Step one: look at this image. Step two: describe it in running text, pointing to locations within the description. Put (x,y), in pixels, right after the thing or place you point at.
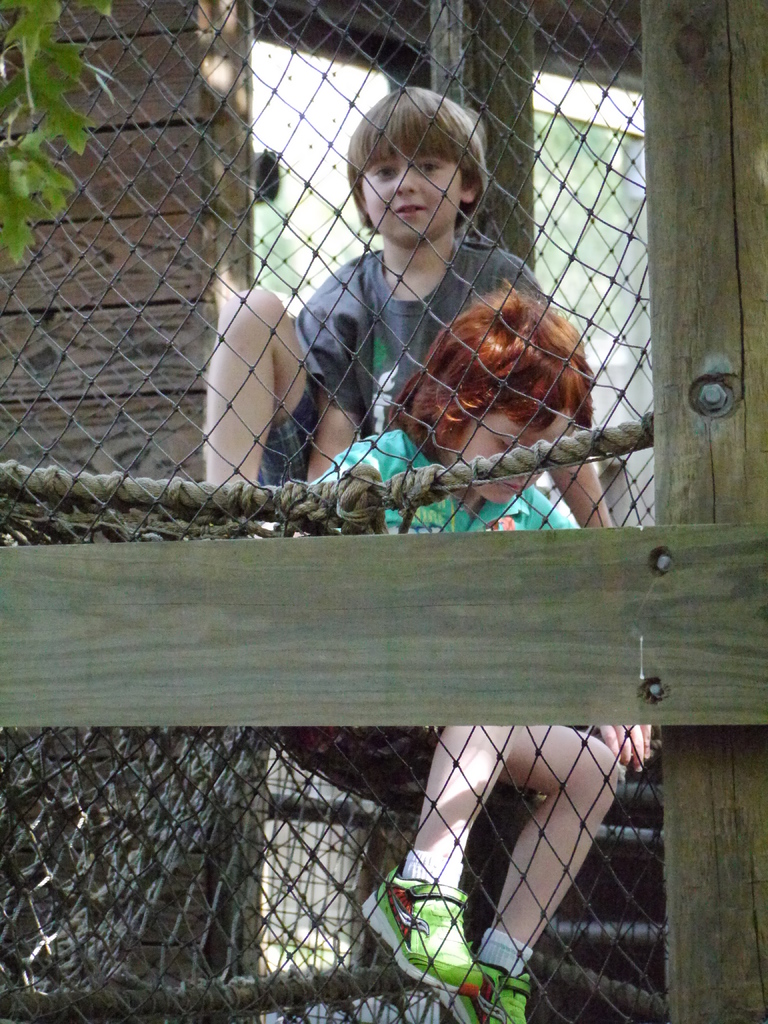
In this image I can see two kids (555,511) are trying to get into this black color net (198,510). At the back side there is the wooden door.
